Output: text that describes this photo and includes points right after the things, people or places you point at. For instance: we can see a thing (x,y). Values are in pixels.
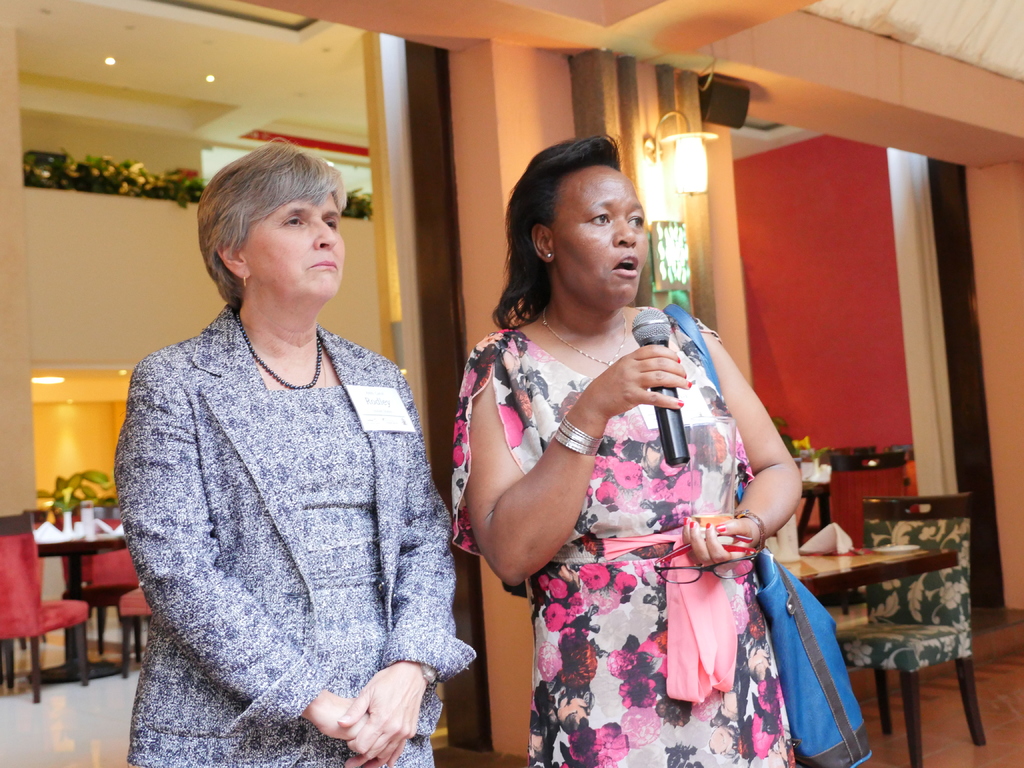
The picture is taken inside a building (474,590). In this picture two women (346,531) are standing. The one (634,372) standing on the right (692,552) is talking something. She is holding a mic (672,416) glasses (699,569). She is carrying a blue bag (763,571). Behind them there are tables (825,568) and chairs (878,519). On the left side (88,160) top there are flower plants (111,169).
